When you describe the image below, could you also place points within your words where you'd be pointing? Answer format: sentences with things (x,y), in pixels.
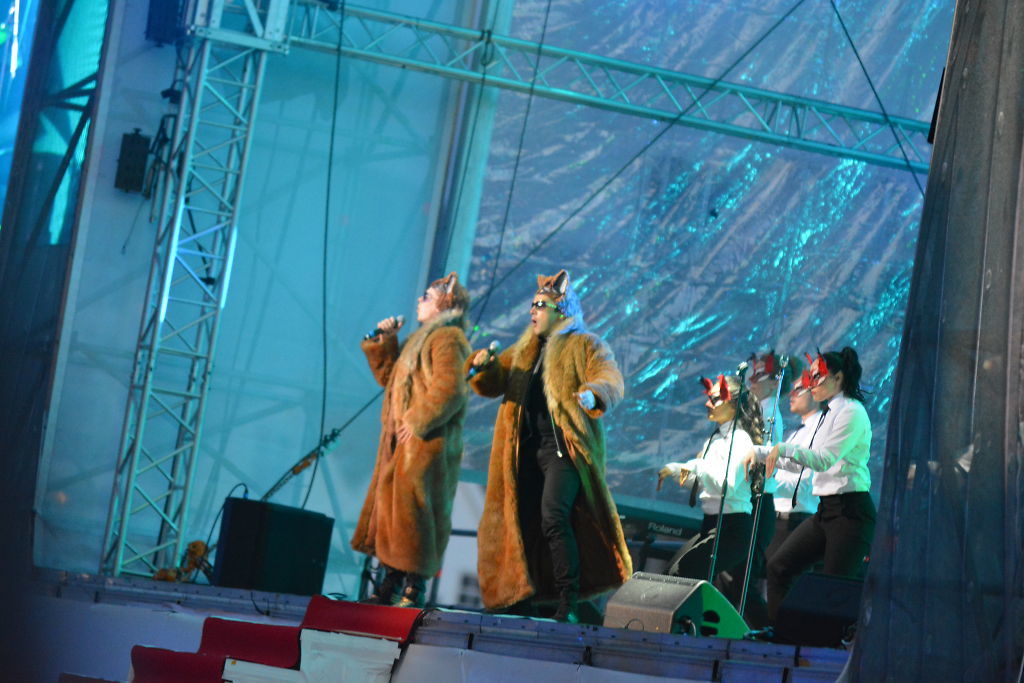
This picture shows few people (722,443) standing on the Dais (522,677) and we see couple of them (443,401) wore coats (510,372) and caps (549,289) on their heads (542,304) and singing with the help of microphones (490,354) and we see few of them (750,394) wore masks (772,362) on their faces (794,404) and we see a cover (760,316) on the side to the wall (370,306) and we see stairs (170,669).
